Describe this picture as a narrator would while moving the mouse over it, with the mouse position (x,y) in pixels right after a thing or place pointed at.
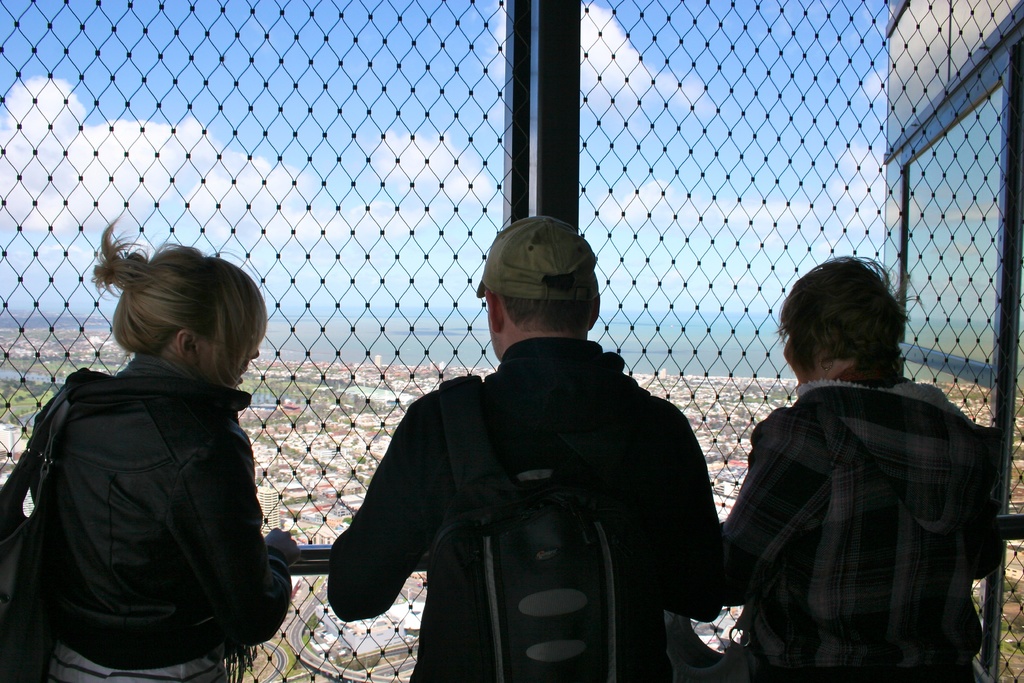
In this image we can see there are persons (662,495) standing. And in front (704,284) there is a fence (597,81), through the fence (914,260) we can see window (926,194), buildings (703,404), water (410,348), trees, grass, road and the cloudy sky (699,187).
